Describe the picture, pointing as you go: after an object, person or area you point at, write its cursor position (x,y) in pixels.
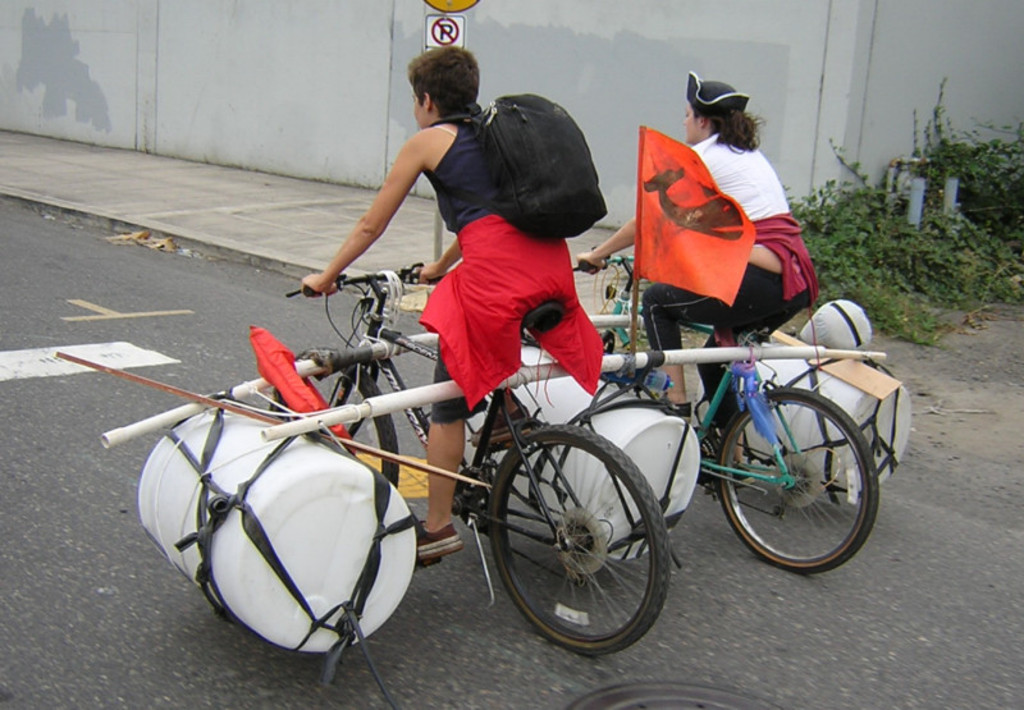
In this image I see 2 persons (422,62) who are on the cycle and there are things (368,356) on the cycle (628,455) and I can also see a flag (682,153). In the background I see a sign board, few plants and the path (339,208).
